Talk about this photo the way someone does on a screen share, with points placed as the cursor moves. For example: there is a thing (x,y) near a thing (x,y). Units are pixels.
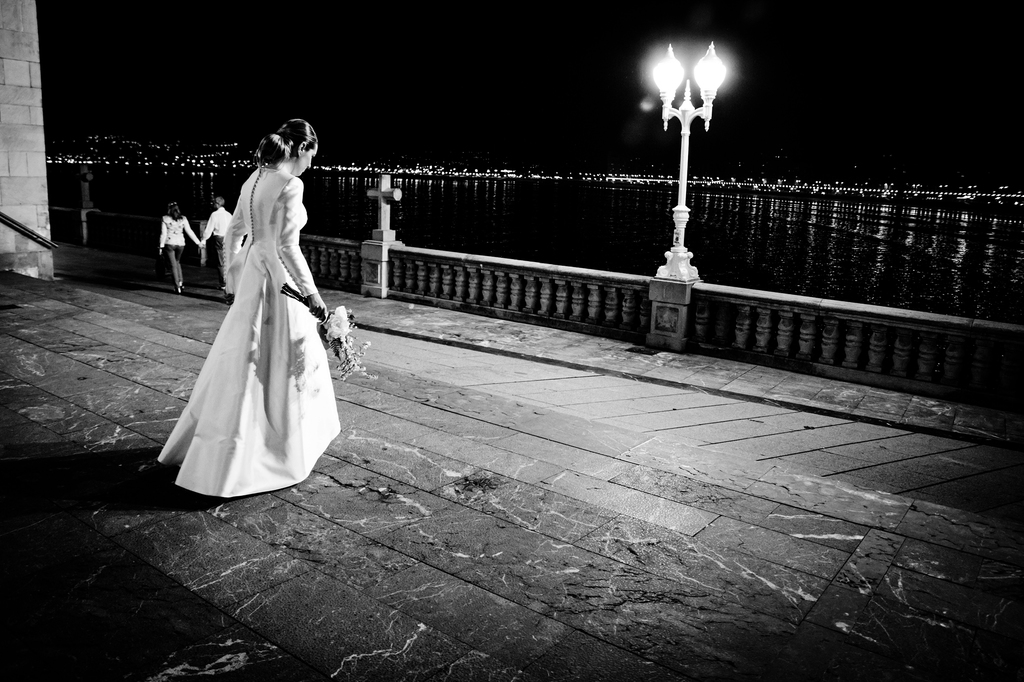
In this picture there is a woman (250,417) standing and holding the flowers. On the left side of the image (223,204) there are two persons (173,282) walking and there is a handrail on the wall (3,237). At the back (693,72) there's a light pole (699,111) and there are lights (1008,188). At the top (595,65) there is sky (588,62). At the bottom (408,557) there is floor (899,557).
